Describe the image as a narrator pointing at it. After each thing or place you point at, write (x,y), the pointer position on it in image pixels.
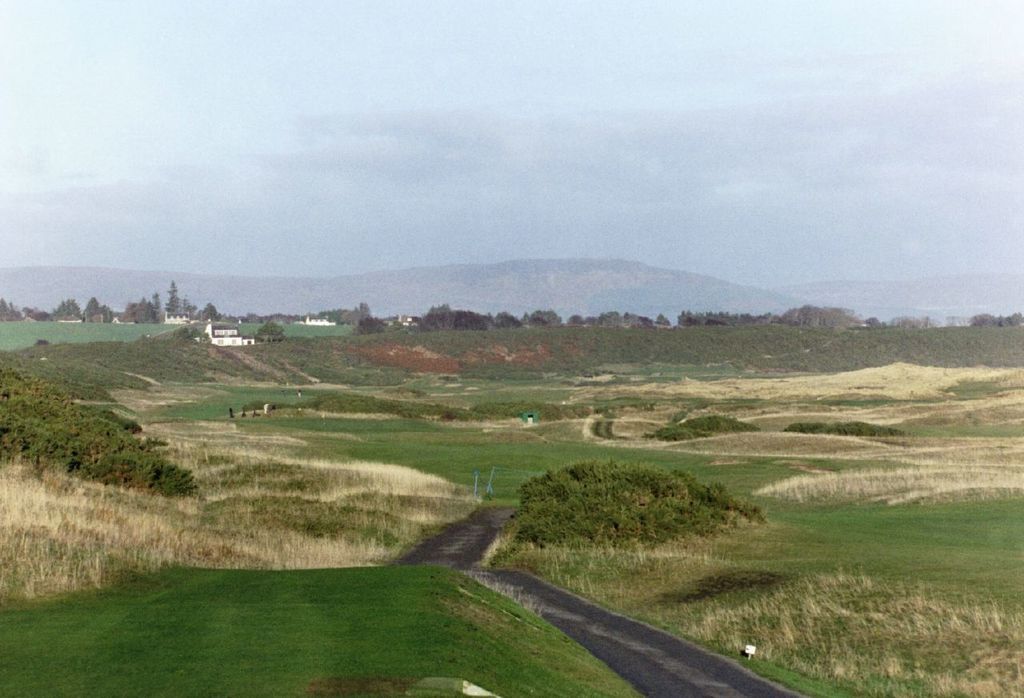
In this image I can see grass (615,697). There are trees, buildings (245,339), hills (518,291) and in the background (578,229) there is sky (374,36).
